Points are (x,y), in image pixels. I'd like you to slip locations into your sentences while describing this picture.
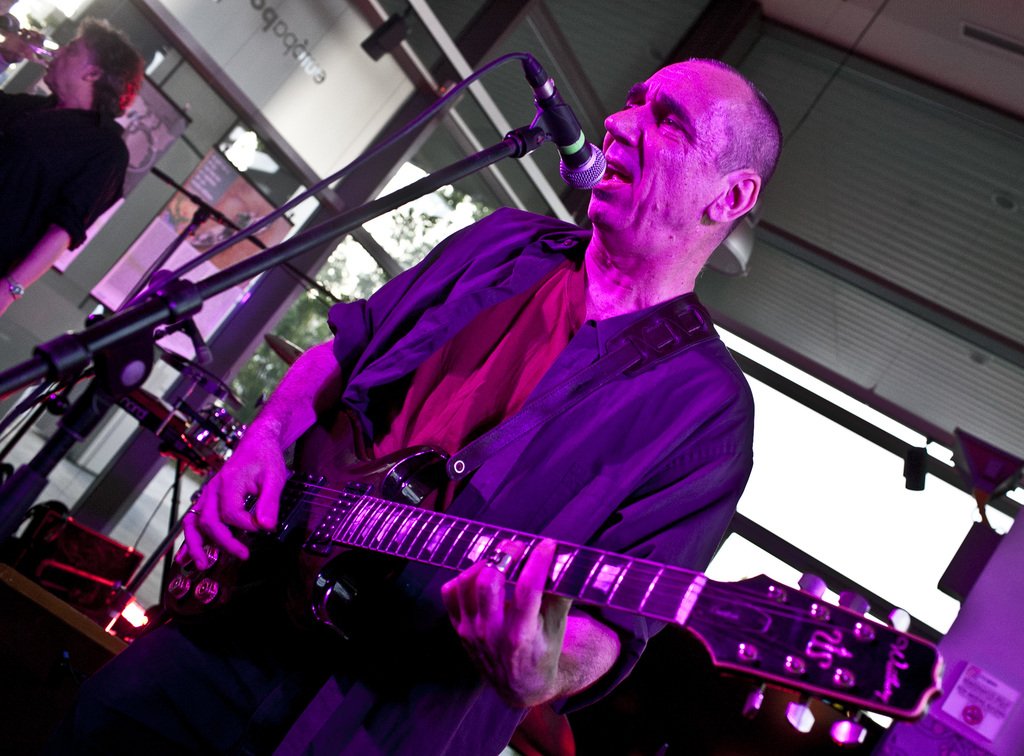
In this image I can see a person (477,472) is holding the guitar (329,511). In front (559,119) I can see a mic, stand (72,429), one person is holding a glass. I can see trees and few banners (146,244) attached to the glass (351,245).
